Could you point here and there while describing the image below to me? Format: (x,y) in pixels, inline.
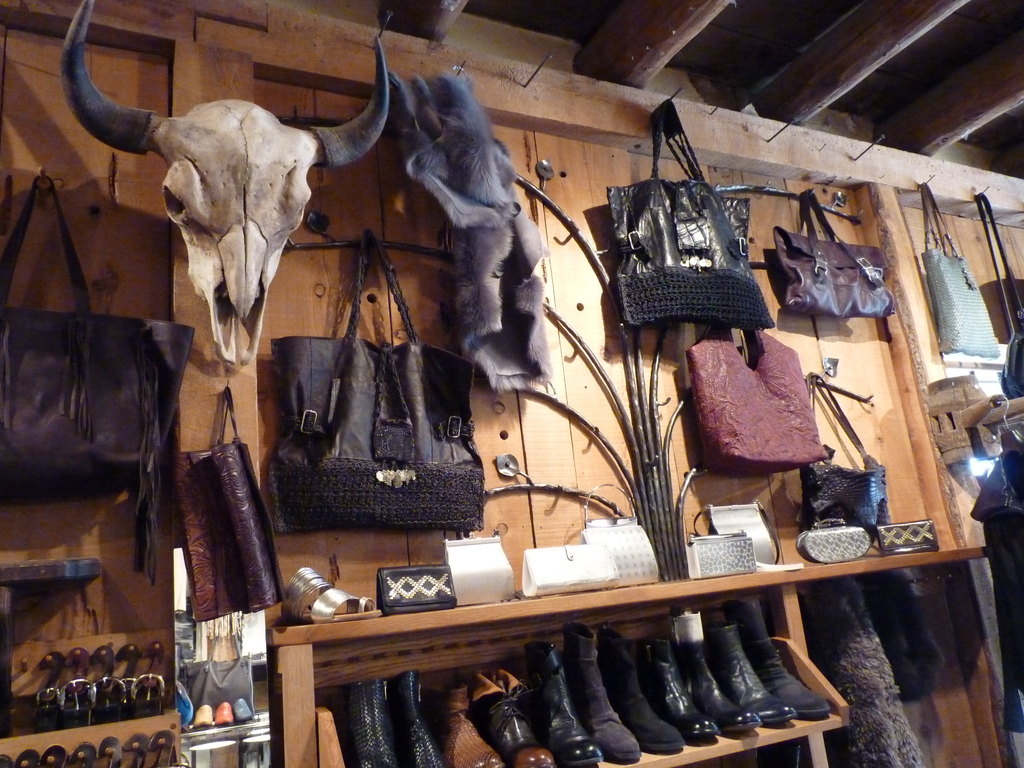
In the given image we can see that, this is a store (512,277). This are the shoes (572,741), handbag (770,401), purse (566,564).
